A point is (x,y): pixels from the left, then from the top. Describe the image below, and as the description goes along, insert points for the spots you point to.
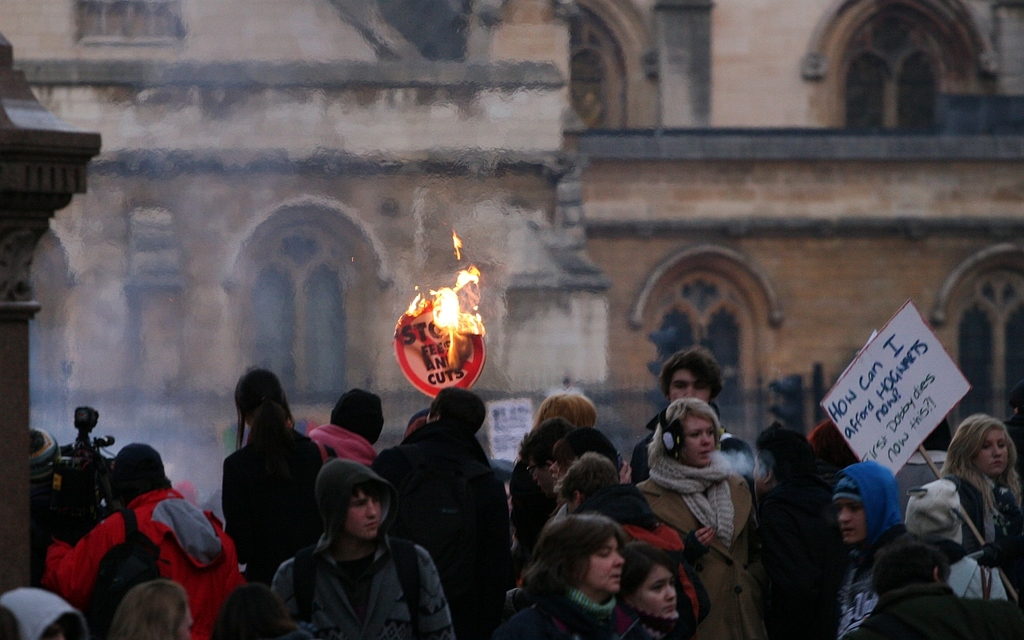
There are people (942,468) and we can see boards (884,452) and fire (435,312). In the background (516,396) we can see building (762,138) and smoke (143,425).
